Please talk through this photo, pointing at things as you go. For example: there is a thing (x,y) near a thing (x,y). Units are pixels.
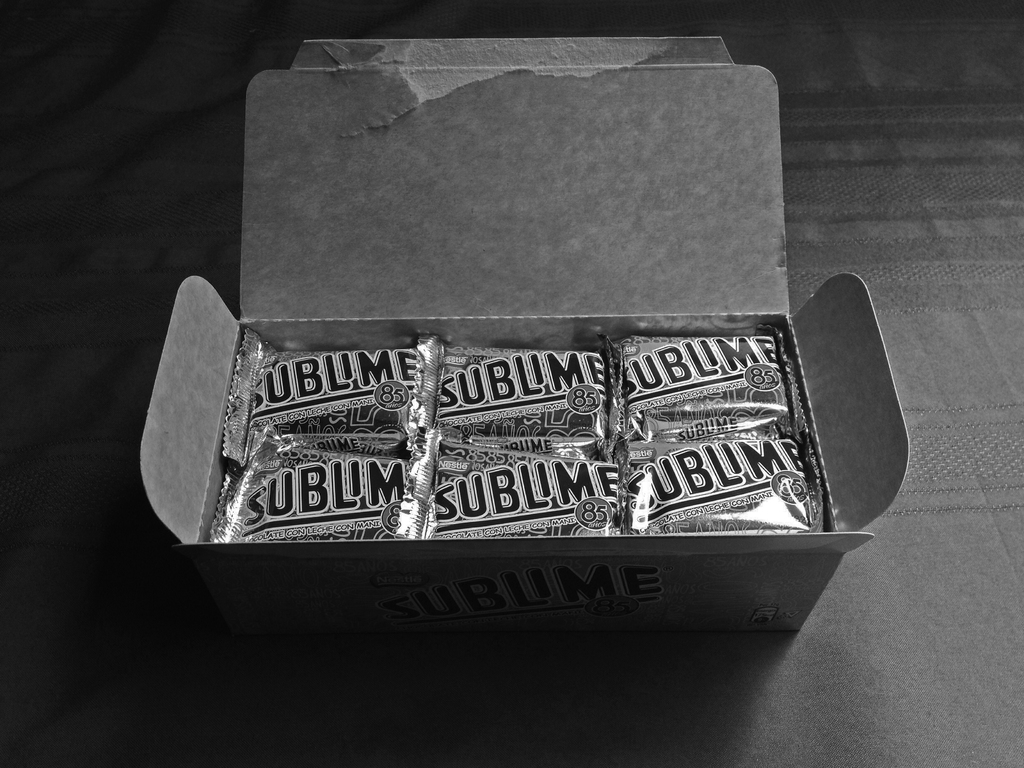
In the image we can see a box (400,199), in the box (198,456) there are food items (500,431), wrapped in a cover (530,396).
